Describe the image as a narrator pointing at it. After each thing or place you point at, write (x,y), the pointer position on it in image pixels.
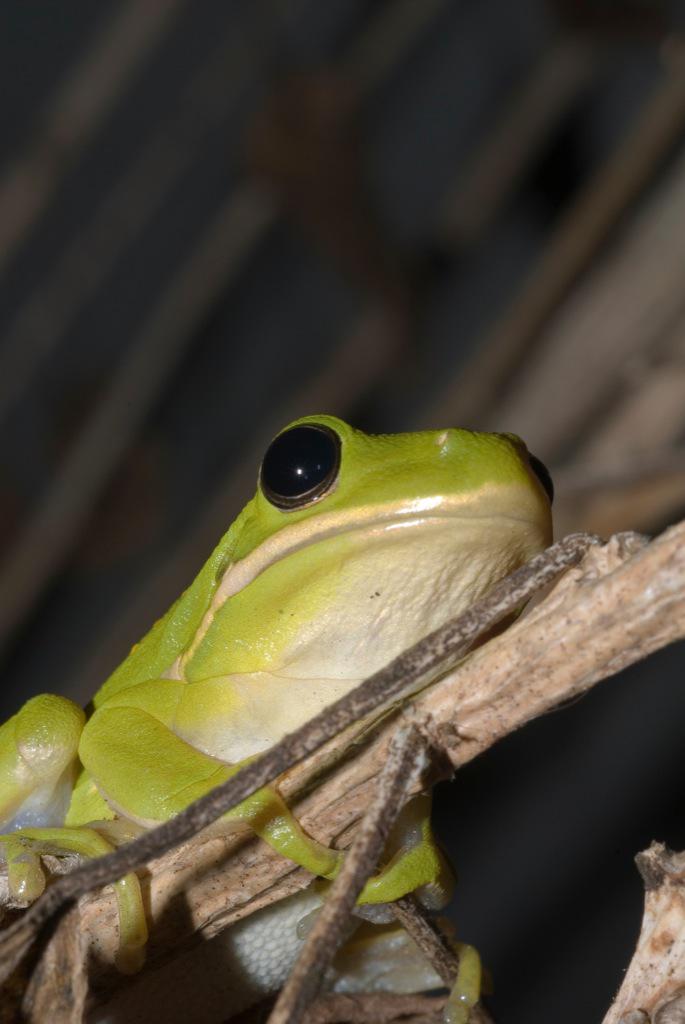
In front of the image there is a frog (335,497) on the wooden stick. In the background of the image (379,337) there are wooden sticks (658,400).
